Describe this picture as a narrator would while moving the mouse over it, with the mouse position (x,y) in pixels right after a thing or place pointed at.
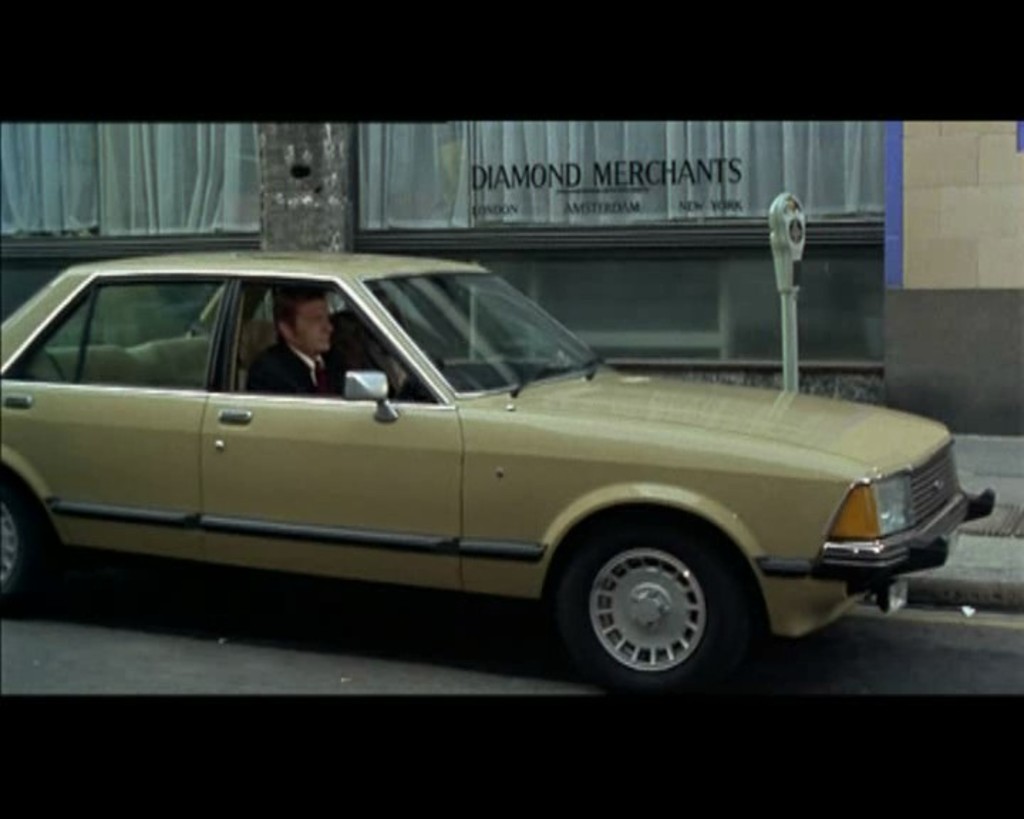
In this image there is a person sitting in a car (595,473), beside the car (745,389) on the pavement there is a metal pole (786,227), on the other side of the pavement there is a building (554,211) with glass wall (518,190) and some text (560,195) written on it.
